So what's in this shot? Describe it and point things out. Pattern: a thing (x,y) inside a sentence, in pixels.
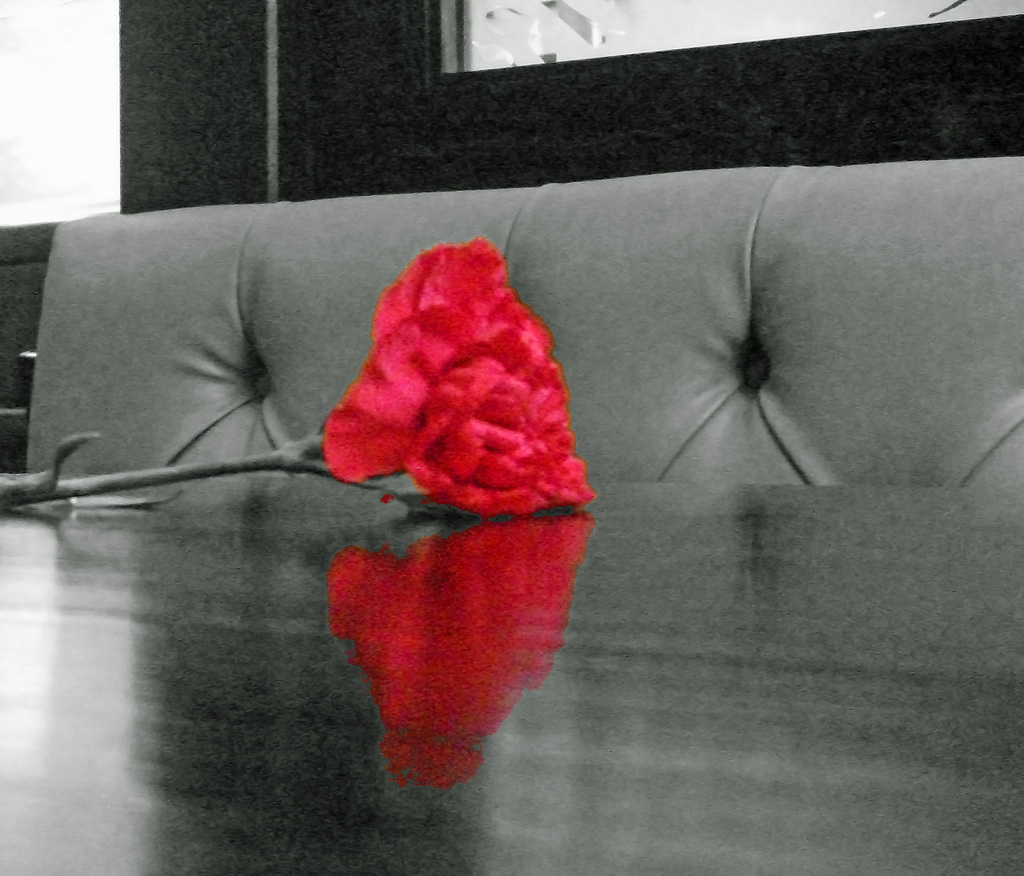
As we can see in the image there is table (613,710). On table (530,529) there is a red color carnation (429,470) and sofa (584,265).
